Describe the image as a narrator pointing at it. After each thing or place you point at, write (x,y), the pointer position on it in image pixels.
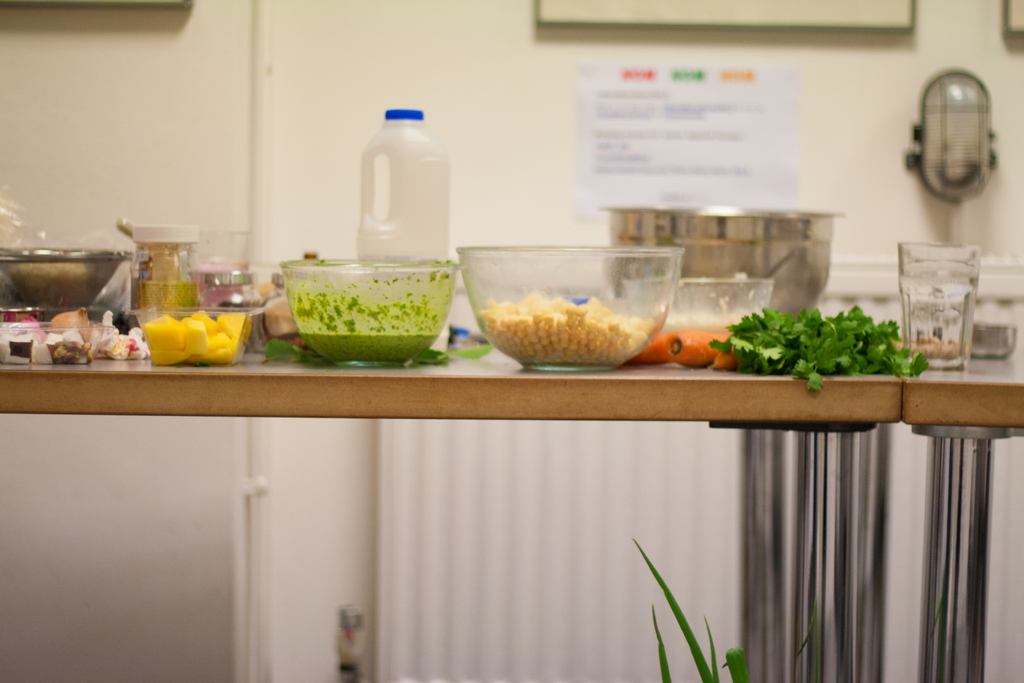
In this image there is a table (749,383), on that table (402,368) there are bowls (293,306), in that bowls (642,312) there is food item (324,333), bottles (244,288), glass (903,280) and coriander (814,334), in the background (763,17) it is blurred.
